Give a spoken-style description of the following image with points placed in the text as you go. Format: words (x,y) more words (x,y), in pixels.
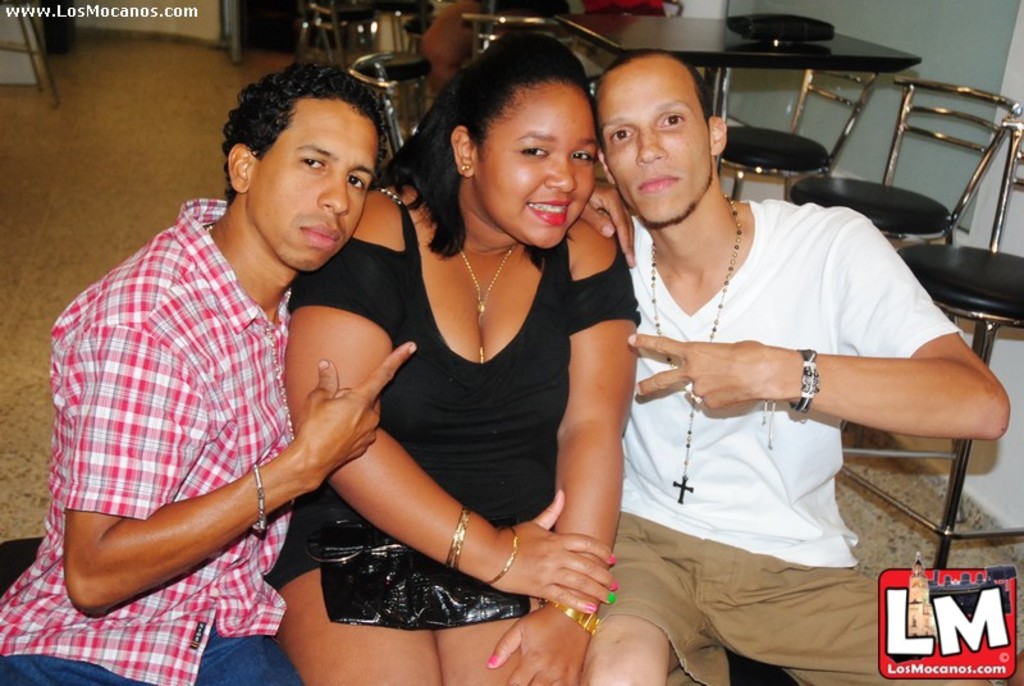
In this picture I can see couple of men (246,462) and women (583,546) seated and I can see few chairs (1013,273) and a table (615,20) and I can see text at the top left corner (120,13) and logo (944,634) at the bottom right corner of the picture (949,605).
